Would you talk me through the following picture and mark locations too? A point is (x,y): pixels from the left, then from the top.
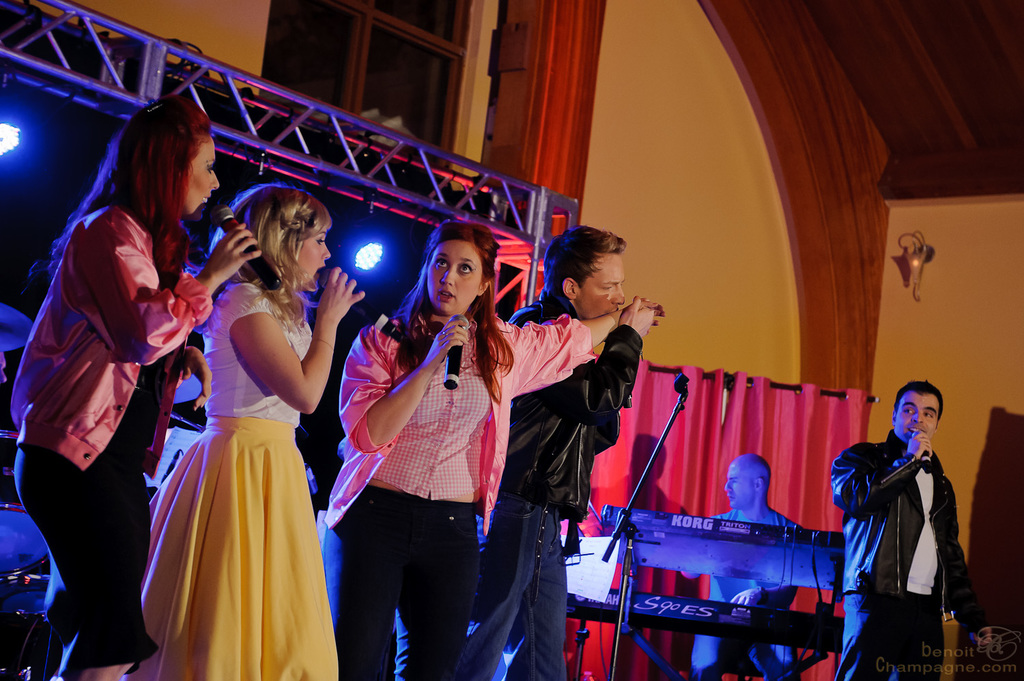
These people (921,470) are holding mics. One person (609,341) is kissing hand (619,313) of a woman (591,328). Background of the image (902,268) we can see walls (897,292), light (908,250), window (352,2), curtain (803,433), focusing lights (360,264) and beam (104,83). A man (770,522) is playing musical instrument (769,542). In-front of that musical instrument (720,545) there is a mic stand (673,417). Right side (960,664) bottom of the image (961,645) there is a watermark (945,663).
